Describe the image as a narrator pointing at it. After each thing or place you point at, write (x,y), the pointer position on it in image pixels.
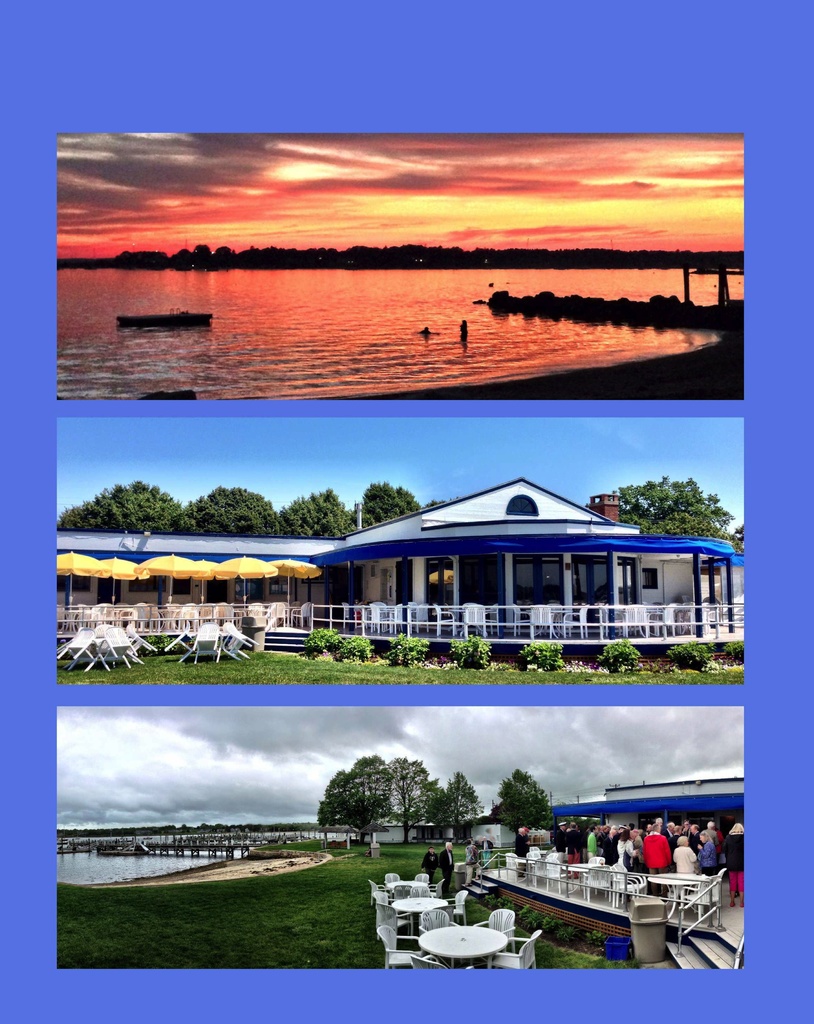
In this picture I can see collage of three images, in the first image I can see a boat (175,316) in the water (159,301) and I can see sky (284,179), in the second picture I can see building (486,601), few trees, plants (571,663) and few umbrellas (171,579) and I can see chairs (197,639) and a blue sky (431,472), In the third image I can see building (491,831) and few people (664,870) are standing and I can see tables (457,927), chairs (445,911) and few trees (457,815) and I can see water (196,858) and grass (334,927) on the ground (347,930) and I can see cloudy sky (246,808).
